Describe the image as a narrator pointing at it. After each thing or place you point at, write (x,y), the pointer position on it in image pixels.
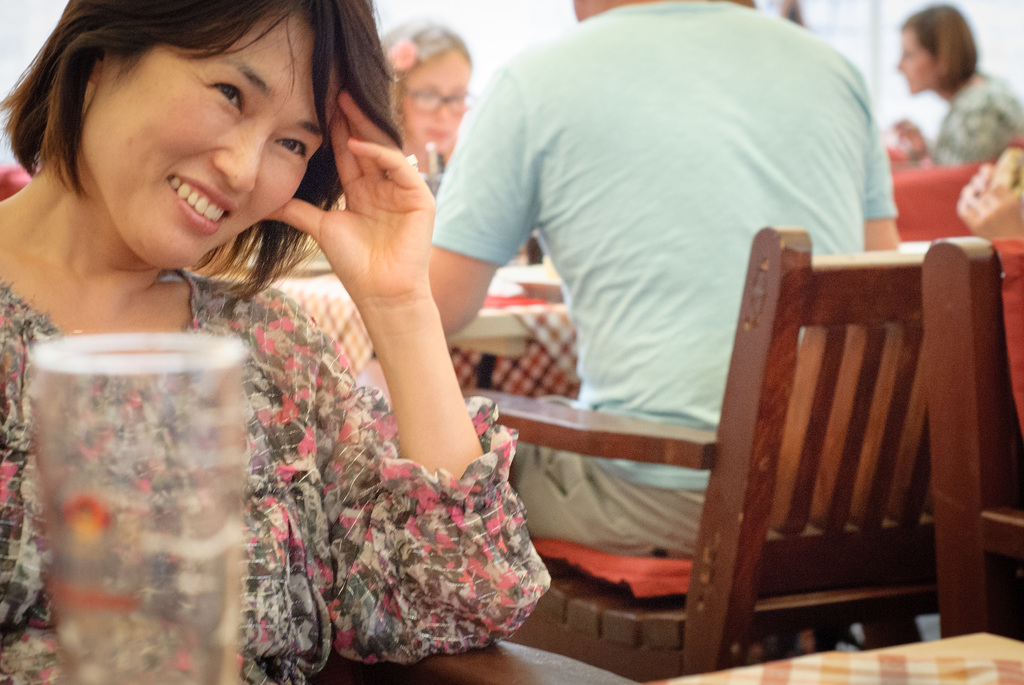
there is a woman (290,482) sitting and behind her there are so many people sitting in a chairs (560,617).
